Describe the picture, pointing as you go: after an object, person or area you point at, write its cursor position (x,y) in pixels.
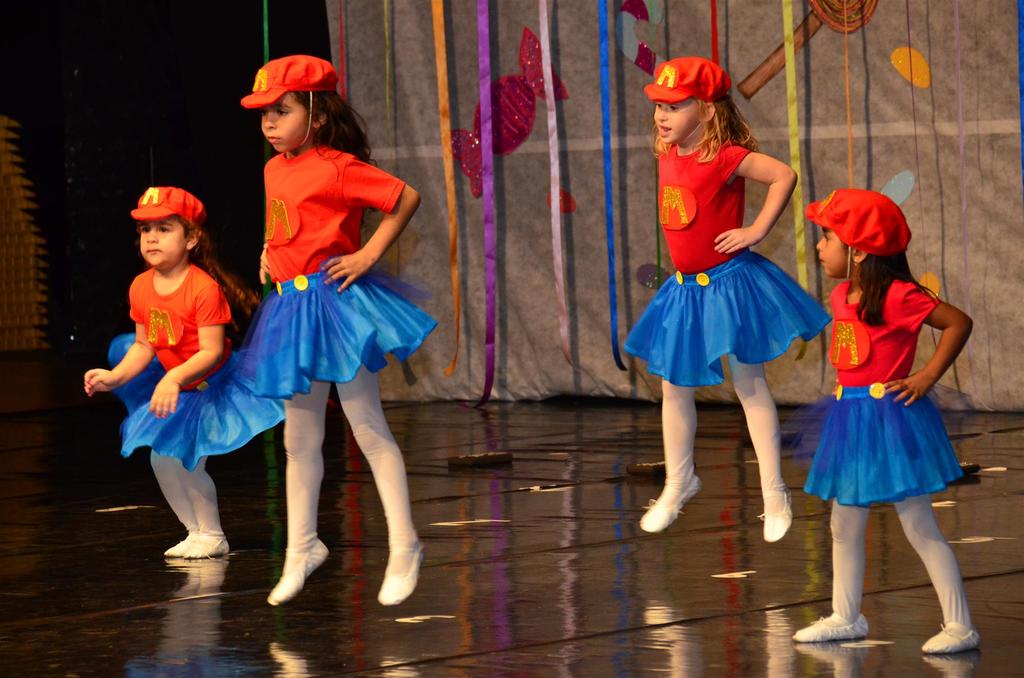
In this image we can see group of children (842,278) standing on the ground (215,573). In the background (906,152) we can see a curtain (638,35), group of ribbons (441,30).
